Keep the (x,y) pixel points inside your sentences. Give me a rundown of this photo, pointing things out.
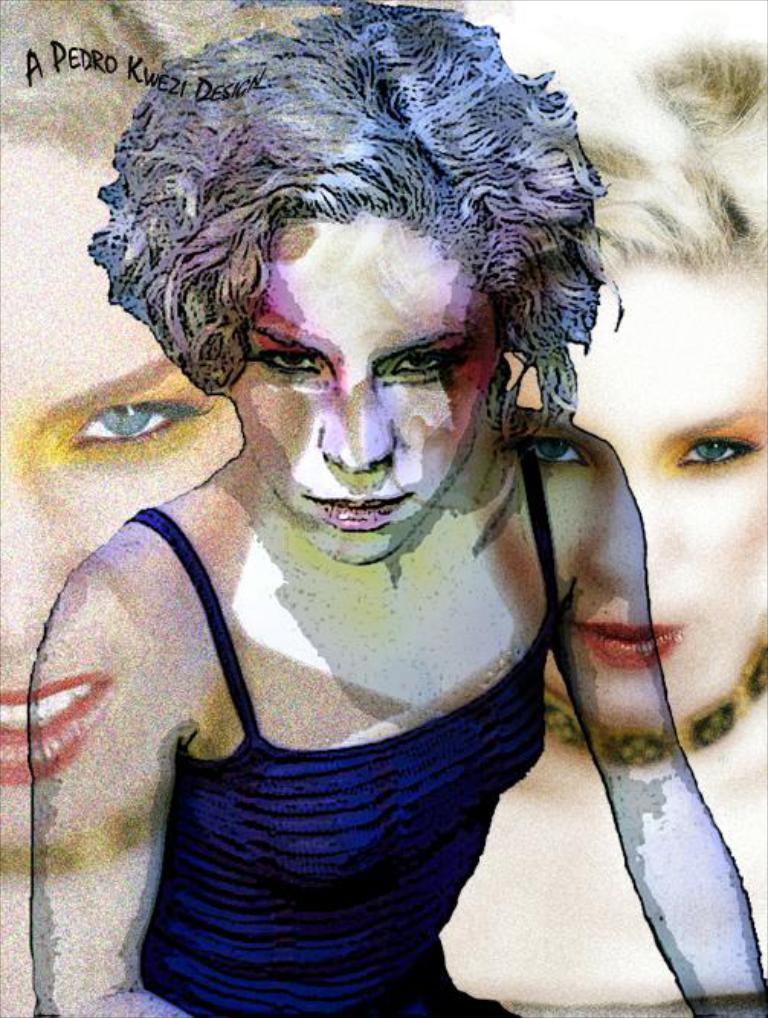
This is an animated image and here we can see some people (339,487) and at the top (146,71), there is some text (135,71).
